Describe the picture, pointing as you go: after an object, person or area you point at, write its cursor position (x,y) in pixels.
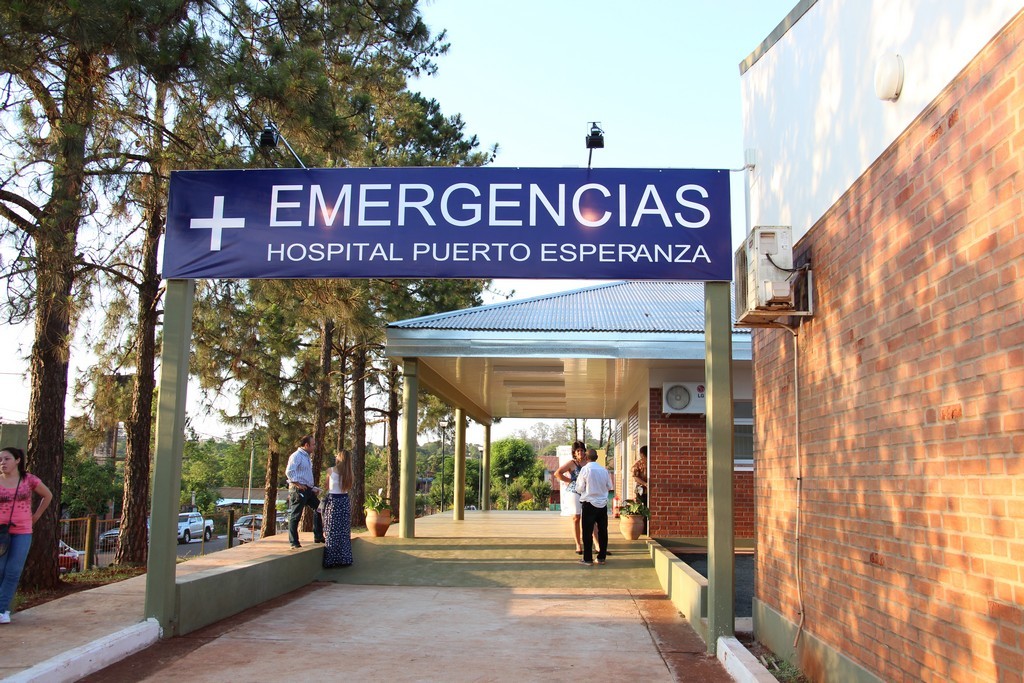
In this image there are a few people (575,513) standing in front of the hospital porch (410,480), in front of the image there is a hospital name board (339,266) with lamps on top of it on the metal rod pillars (177,430), on the pavement (484,592) there are a few people (329,481) standing, on the right side of the image (757,293) there is an outlet (766,303) of air conditioners (672,400) on the walls (782,402), on the left side of the image (191,535) there are few cars (182,524) parked and there are trees (138,528) and buildings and a metal rod fence (112,522).
